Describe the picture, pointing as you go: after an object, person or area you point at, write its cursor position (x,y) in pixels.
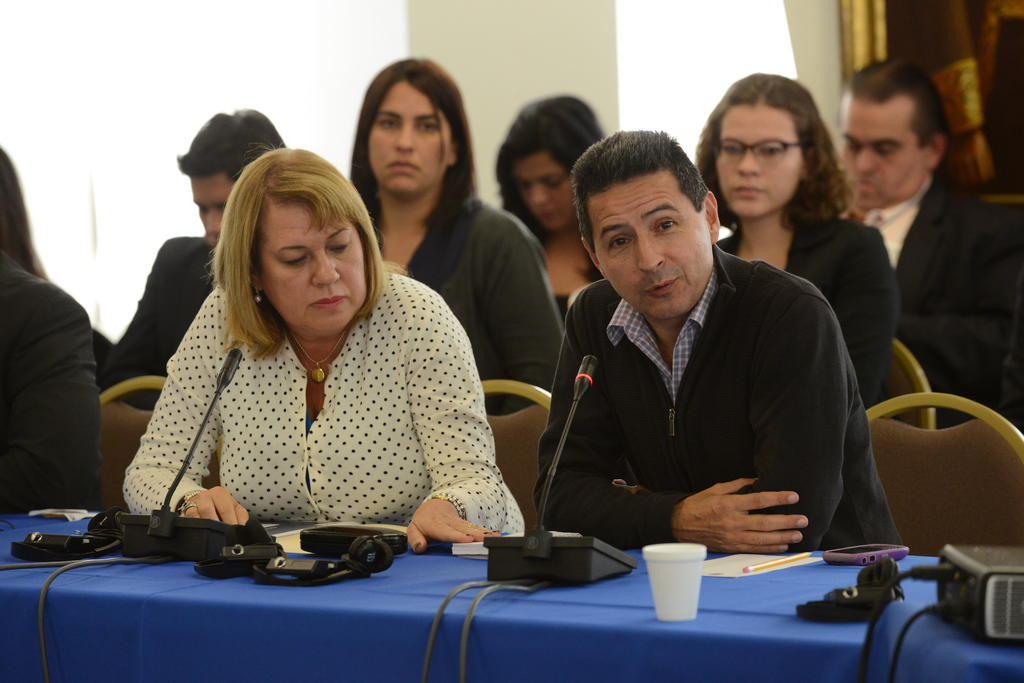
In this image we can see group of people (937,369) sitting on chairs (129,399). Two persons (365,420) are sitting in front of a table (280,616) on which group of microphones (561,564), mobile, cup (679,582), paper (734,560) and a pencil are placed. In the background (745,45) we can see curtains (726,45).
